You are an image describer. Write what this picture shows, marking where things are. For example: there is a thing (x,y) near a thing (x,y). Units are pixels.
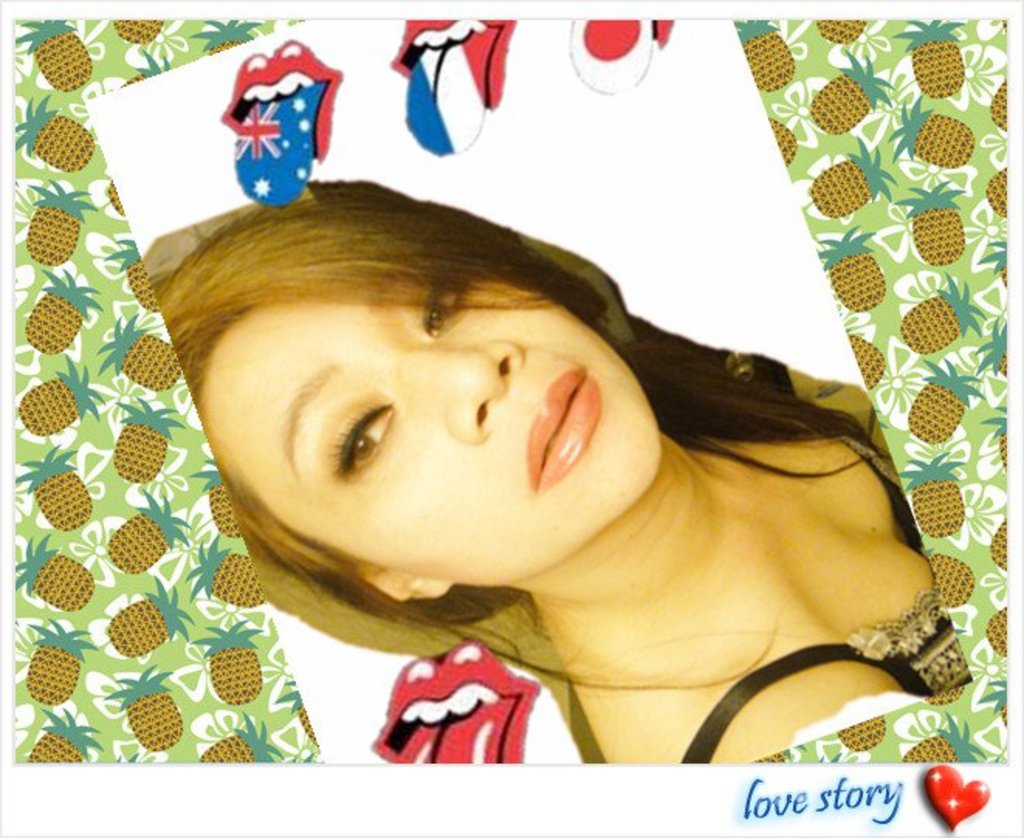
This is an edited image of a girl (528,540).
